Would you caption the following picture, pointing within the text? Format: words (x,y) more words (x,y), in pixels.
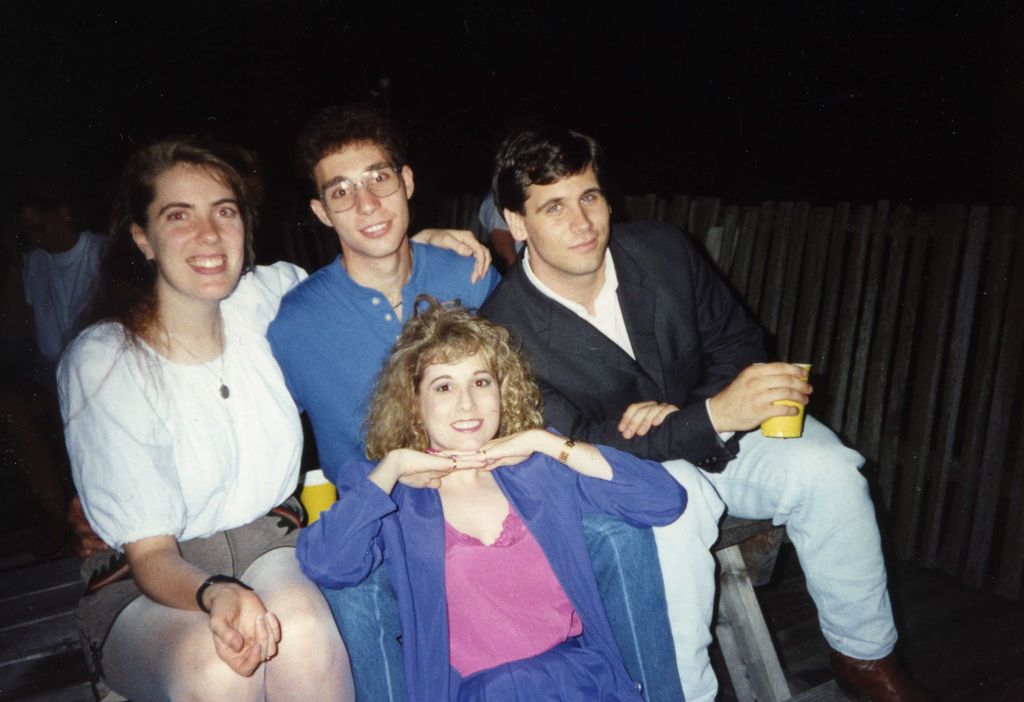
In this image I can see four people (115,278) sitting and posing for a picture. This picture is clicked in the dark.
